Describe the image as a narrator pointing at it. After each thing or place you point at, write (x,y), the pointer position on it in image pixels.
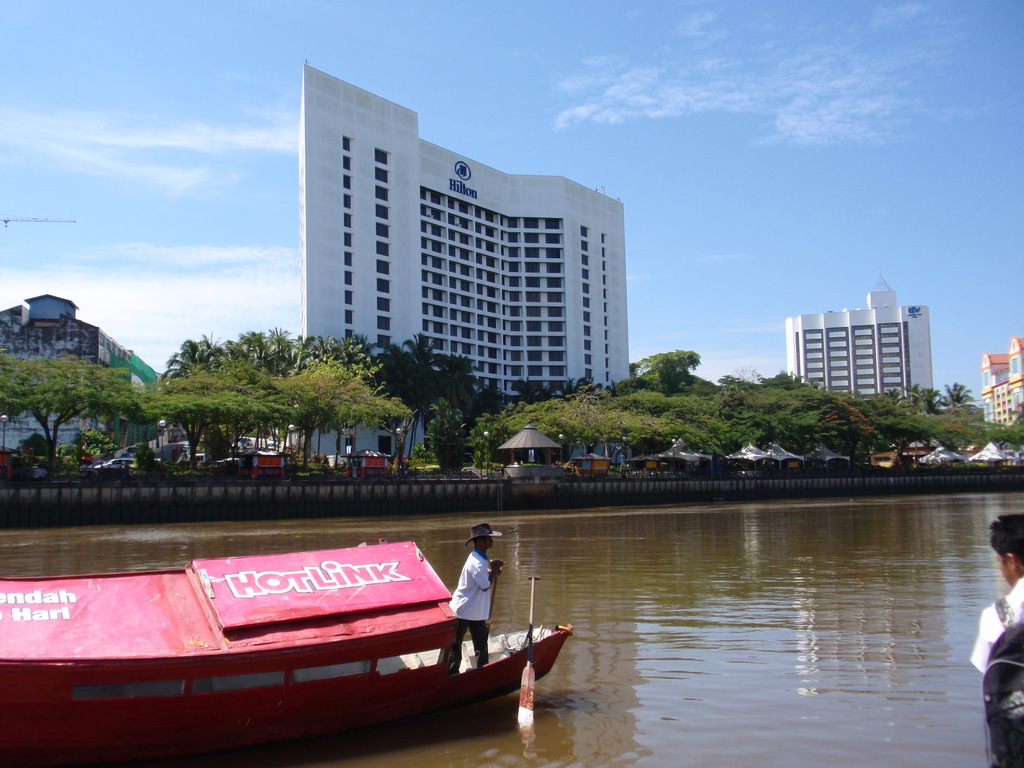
In this image at the bottom (906,618) there is a river (881,620), and in the river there is a ship (385,633). In the ship (376,620) there is one person (485,614) and on the right side (1000,650) there is another person (1000,529), in the background (521,488) there is a wall (1017,480), trees (435,427), tents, vehicles (124,451), poles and buildings (1013,365). At the top (768,170) there is sky (838,181).
